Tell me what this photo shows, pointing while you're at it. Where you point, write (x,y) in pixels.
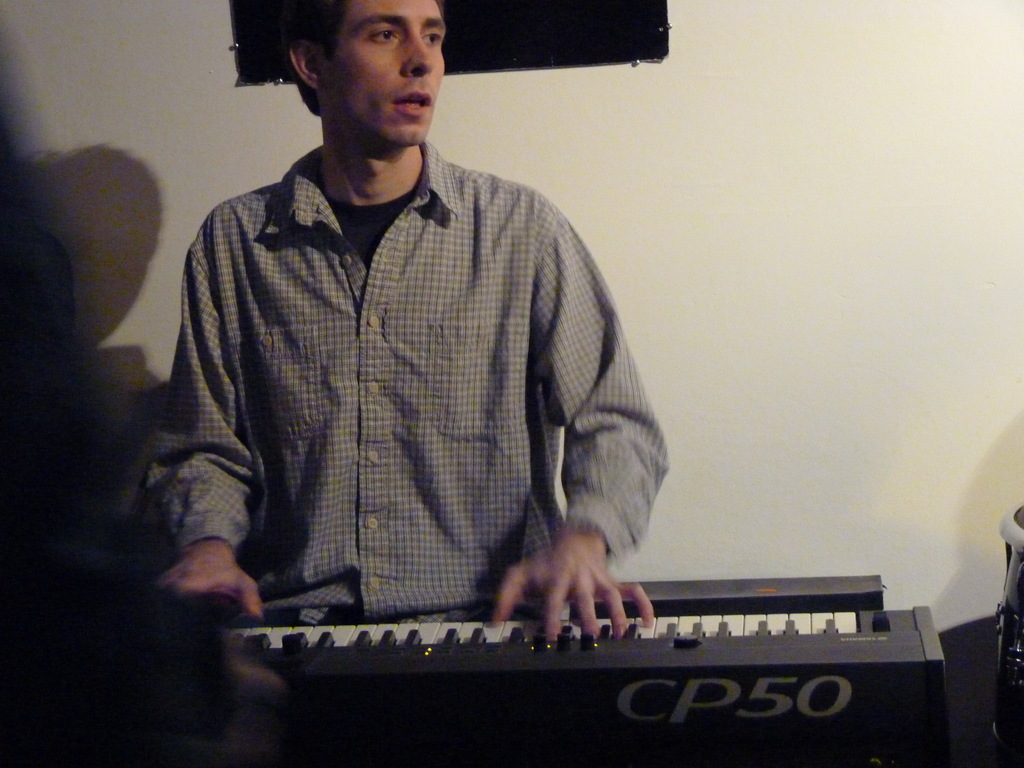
In this image we can see a man (466,167) sitting, and playing the piano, and here is the wall (713,106).
